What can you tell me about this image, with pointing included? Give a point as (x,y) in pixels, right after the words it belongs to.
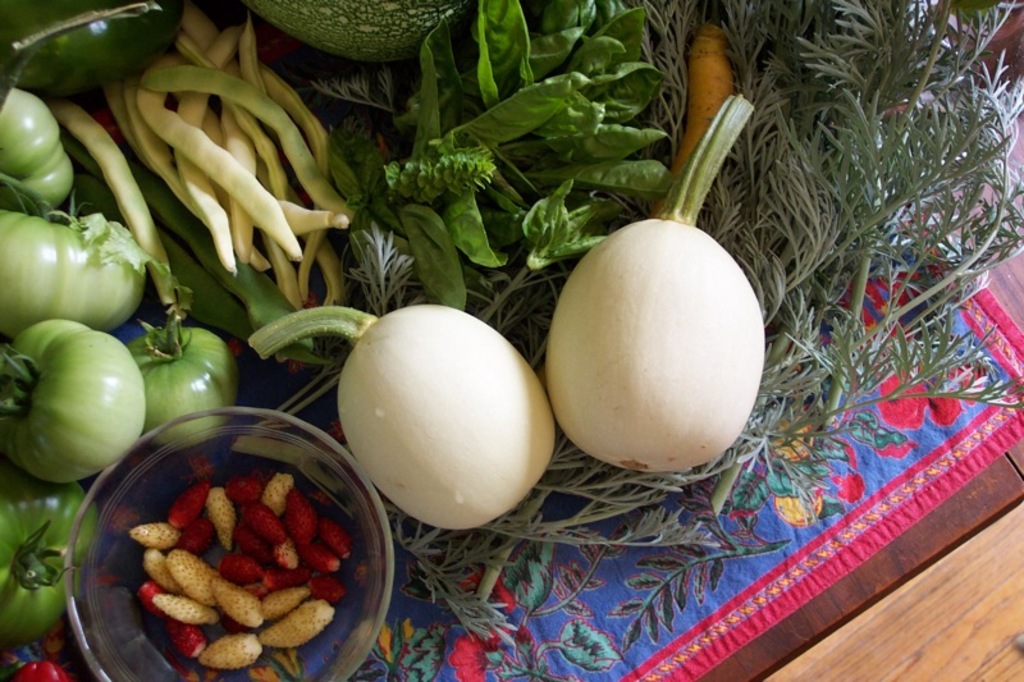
In this image there is a table (816,606) on which there is a cloth (679,570). On the cloth (629,585) there are different kind of vegetables (276,255) like green leaves (754,439), beans (233,160), green tomatoes (62,383). At the bottom (80,592) there is a glass bowl (273,585) in which there is some food stuff (244,556).
